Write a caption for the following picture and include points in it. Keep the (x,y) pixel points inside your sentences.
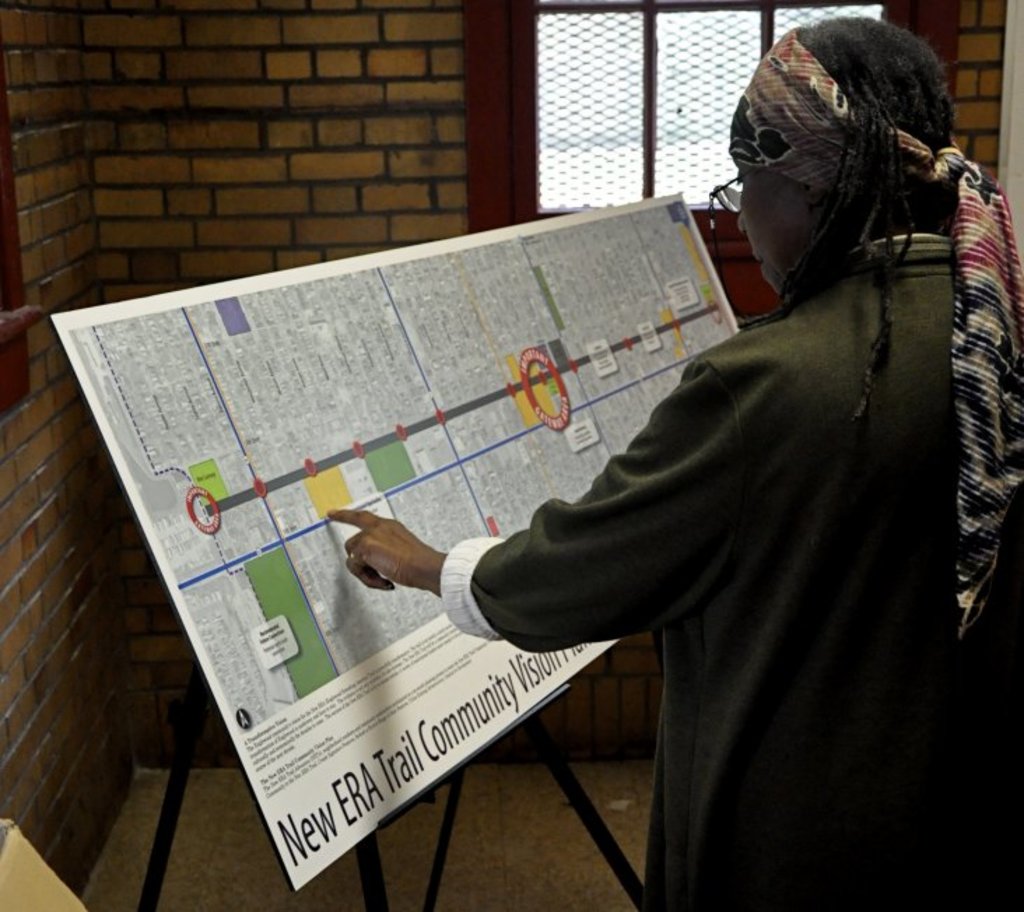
In this image we can see a person (734,505) is standing, who is wearing green color t-shirt (865,559) and scarf (814,158) on head (858,167). In front of the person (603,509) one stand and board (280,850) is there. Background of the image (576,90) brick wall (258,141) and window (597,78) is present.
